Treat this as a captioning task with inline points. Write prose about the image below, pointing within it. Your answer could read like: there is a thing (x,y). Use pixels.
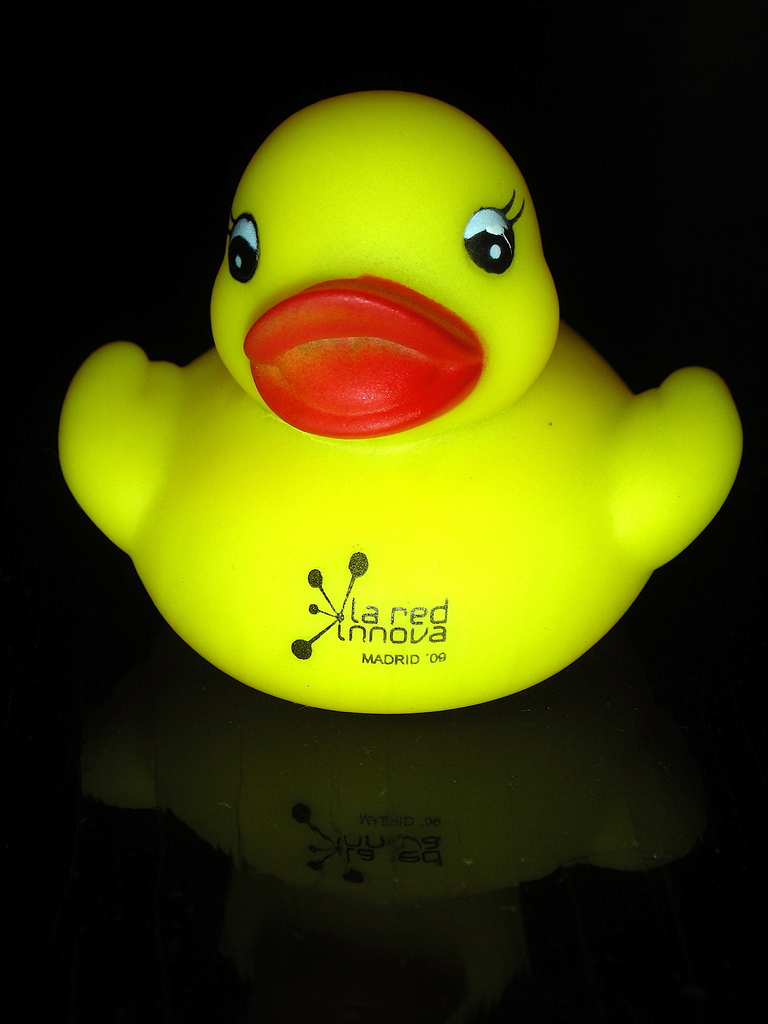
In the center of the image (402,642) we can see a duck toy (384,515) placed on the table (329,834).
